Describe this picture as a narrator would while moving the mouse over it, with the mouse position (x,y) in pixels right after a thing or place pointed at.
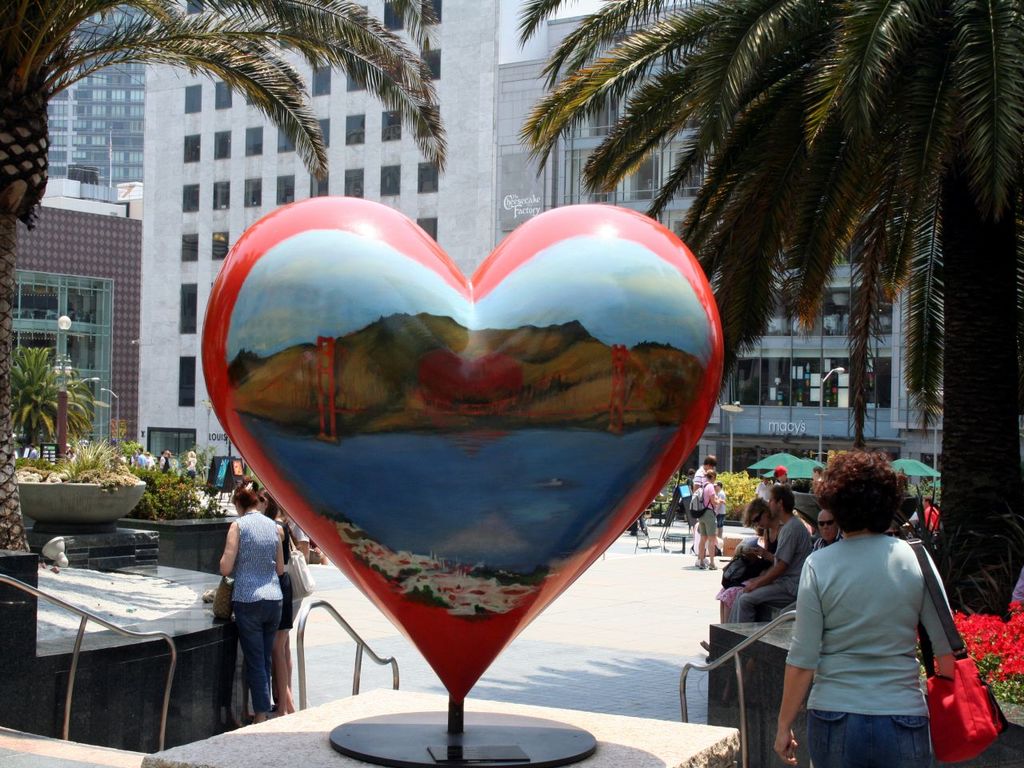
In this image we can see a love symbol object (480,539) on a stand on the platform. In the background (143,503) we can see few persons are sitting on a platform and few persons (251,563) are standing and among them few persons (220,557) are carrying bags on the shoulders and we can see plants (159,496), trees (56,435), light poles (67,394), windows (76,358), glass doors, umbrellas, plants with flowers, chairs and other objects (224,625).
